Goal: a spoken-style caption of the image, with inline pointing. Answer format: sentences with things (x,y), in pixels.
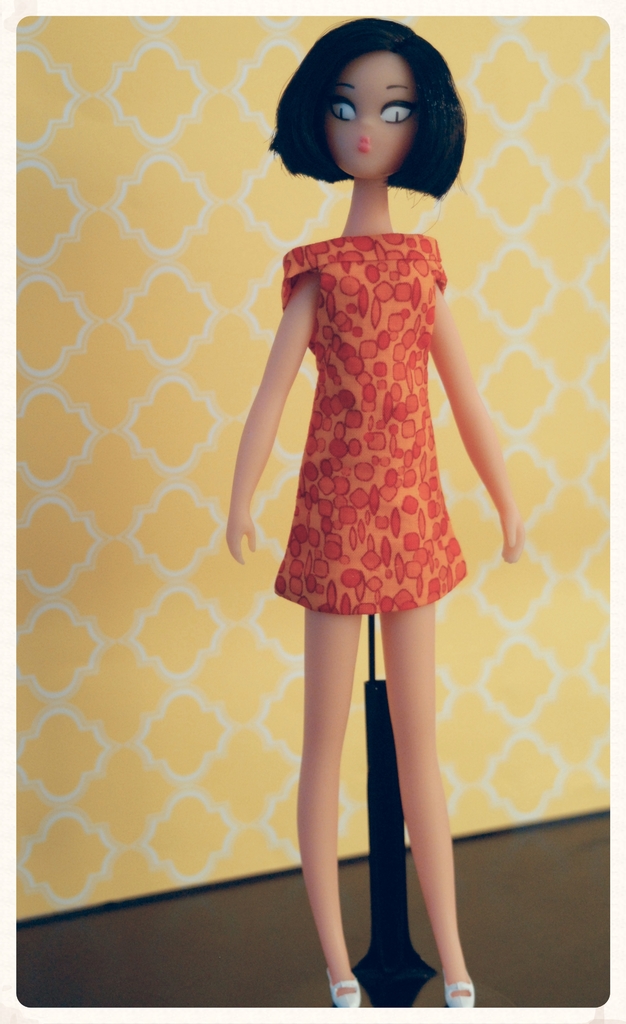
There is a toy (361,507). In the background (178,511) there is a yellow wall (541,428).
